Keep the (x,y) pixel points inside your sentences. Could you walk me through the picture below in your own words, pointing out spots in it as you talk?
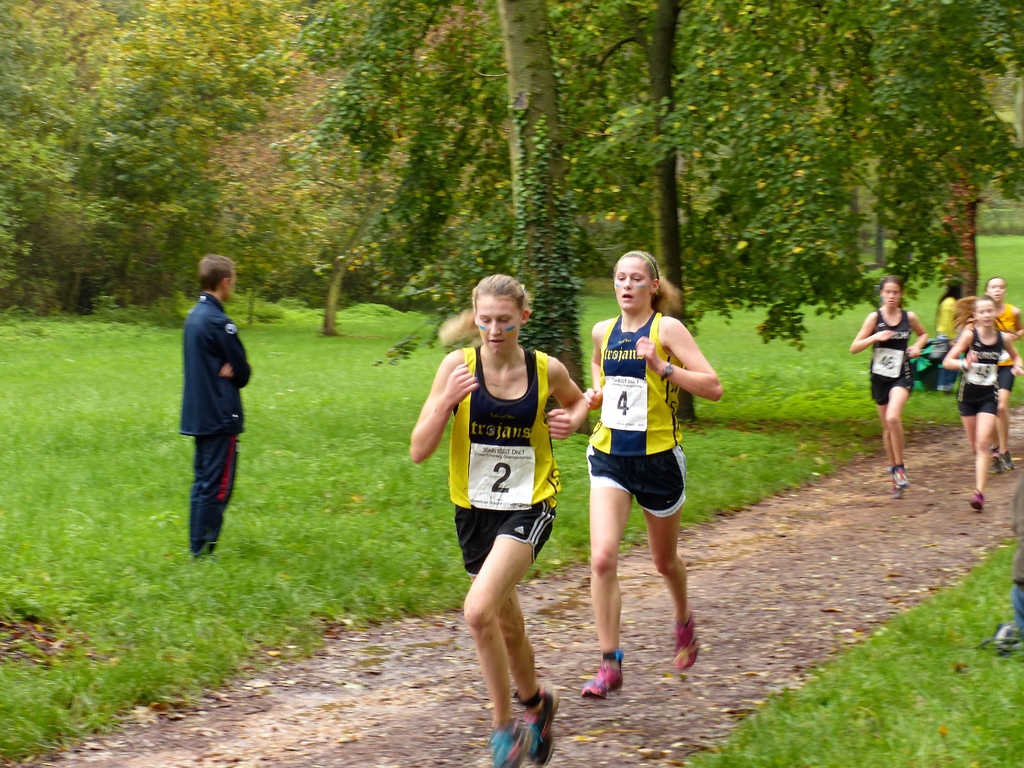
In this picture we can see a few people (1010,354) are running on the path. We can see a man (186,370) is standing on the grass (287,522). Few trees (206,104) are visible in the background (872,105).
